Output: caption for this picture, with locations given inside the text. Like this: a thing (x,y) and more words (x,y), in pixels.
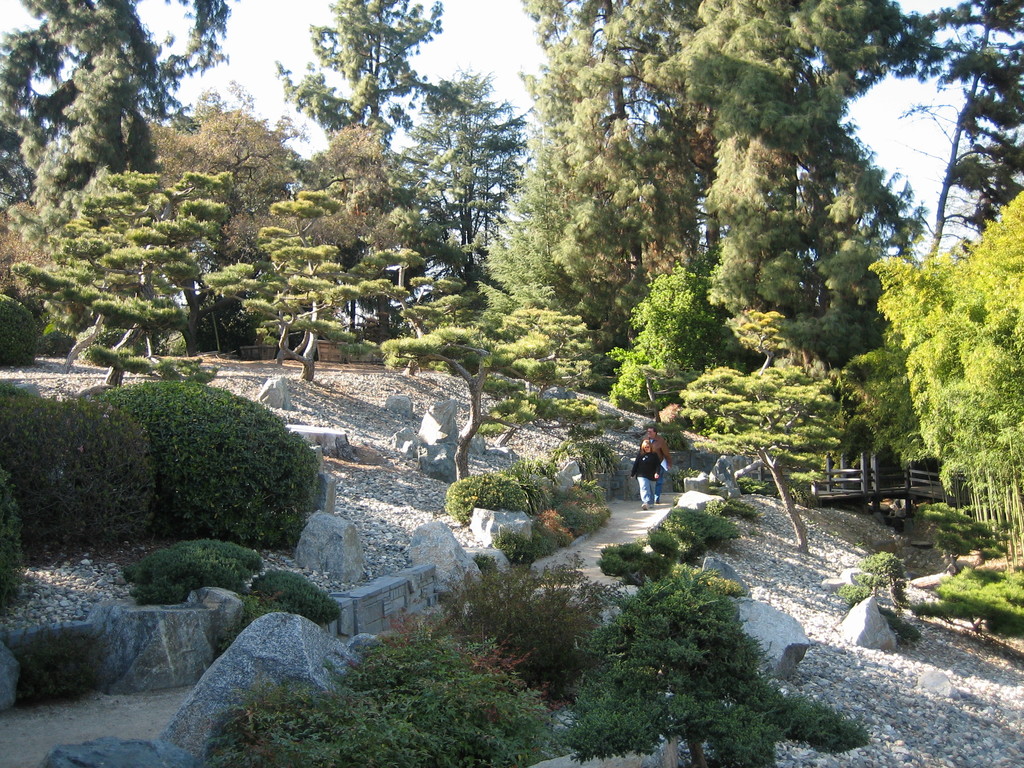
In the image we can see people (657,452) wearing clothes (652,466) and they are walking. Everywhere there are trees (635,316), plants (231,413) and stones (867,623). Here we can see a bridge (895,483) and a white sky (433,71).
